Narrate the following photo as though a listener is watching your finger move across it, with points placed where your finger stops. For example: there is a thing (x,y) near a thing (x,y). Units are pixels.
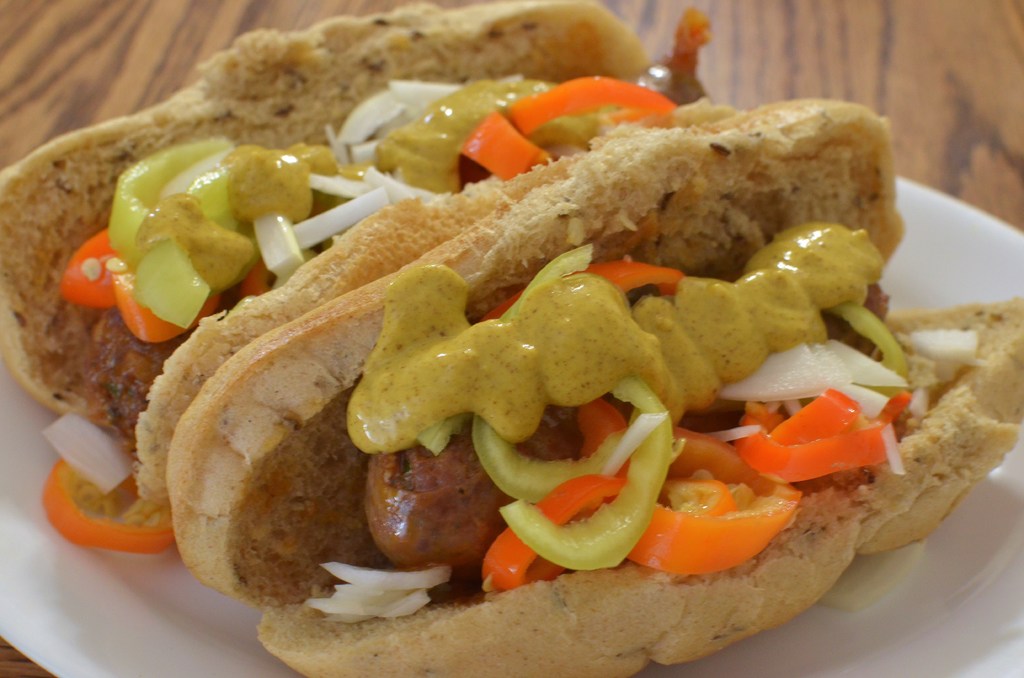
In the picture we can see a wooden plank (161,84) on it we can see a plate (216,651) with a two breads (318,444) with a vegetable salads (851,361) and sauce (713,337) on it.
